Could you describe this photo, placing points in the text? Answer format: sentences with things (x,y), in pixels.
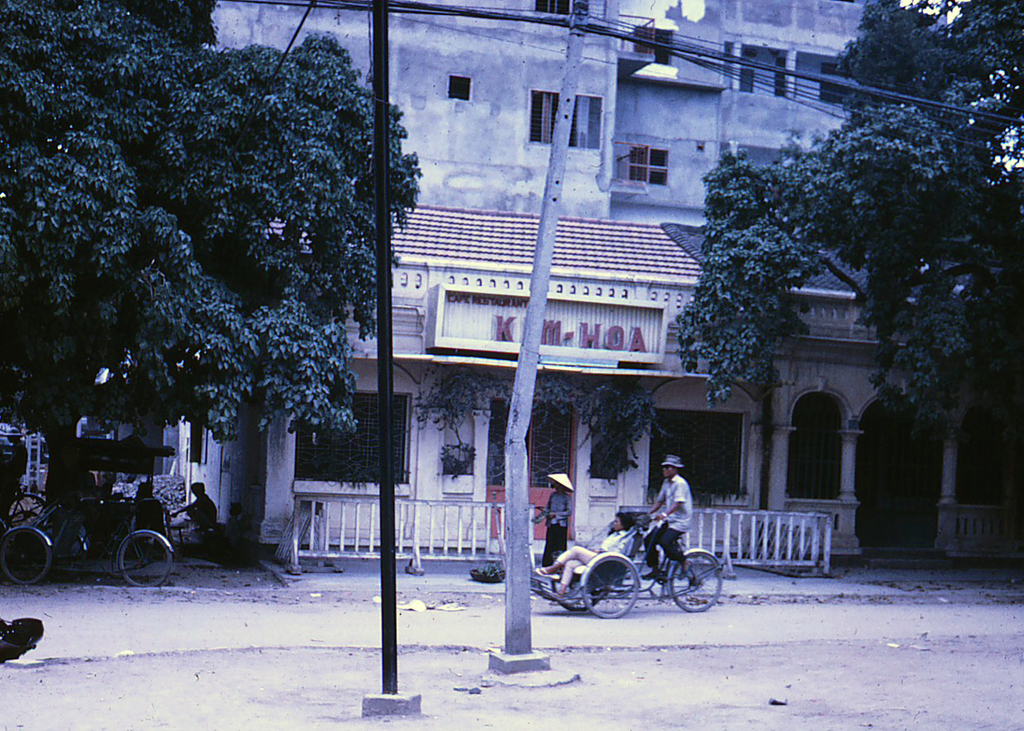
In this image we can see trees (363,250), buildings (523,206), poles (529,522), name boards (501,335), grills (715,528), persons (555,515), road (775,613) and carts (150,557).
